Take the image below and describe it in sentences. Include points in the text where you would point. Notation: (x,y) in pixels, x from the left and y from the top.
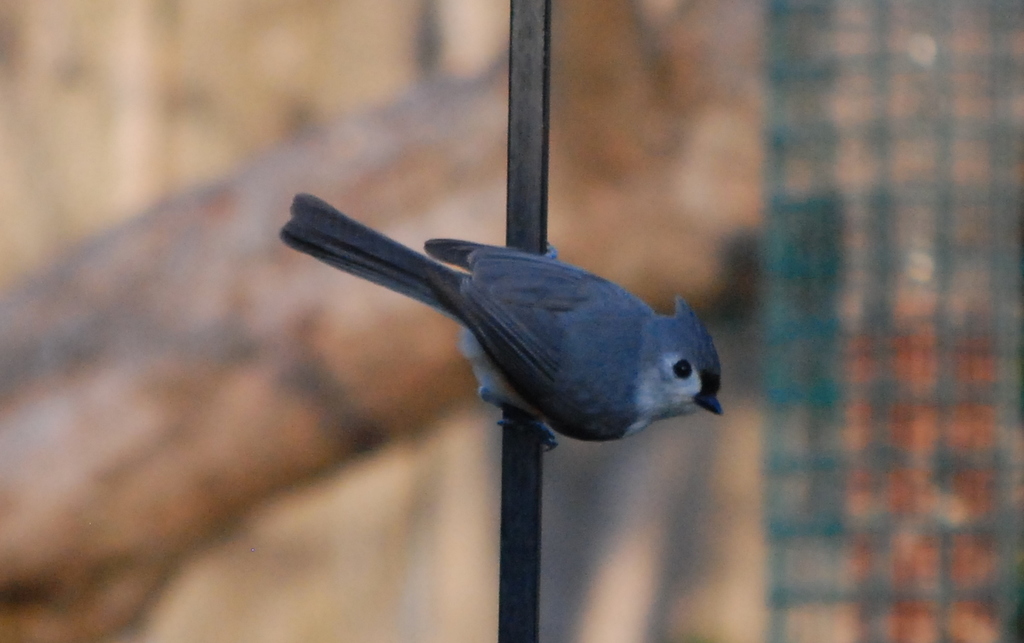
In the middle of the picture (583,393), we see a bird (575,337) is on the black color rod (538,142). On the right side (788,227), we see a green color fence (839,459). In the background (356,188), we see the wooden log (260,354). This picture is blurred in the background (430,153).
